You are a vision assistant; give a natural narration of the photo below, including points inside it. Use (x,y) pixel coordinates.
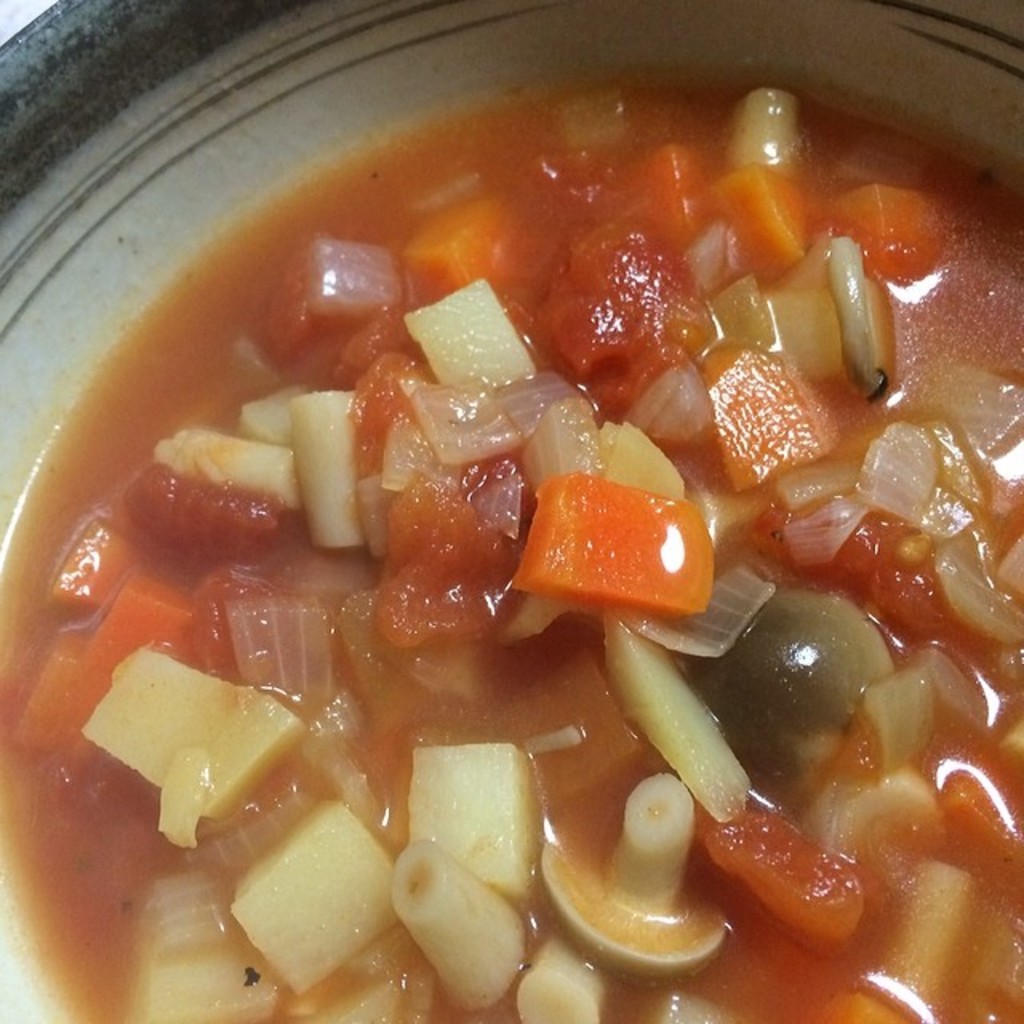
In this picture we can see a bowl (311,18), in this bowl (304,36) we can see a food item (196,575) such as carrots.
